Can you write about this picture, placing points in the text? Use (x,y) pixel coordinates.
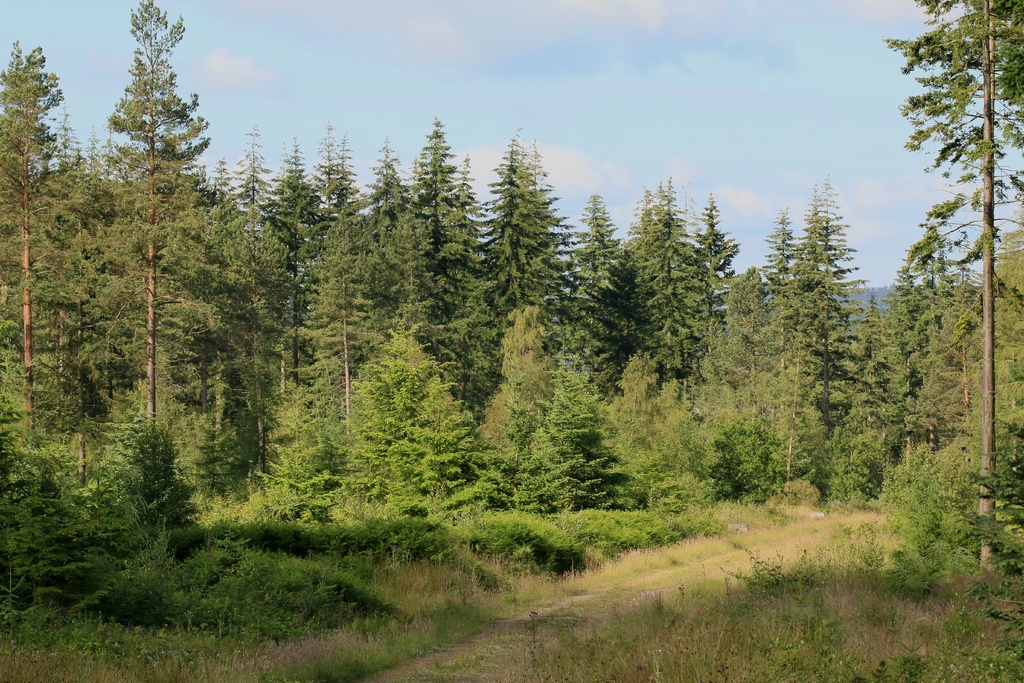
In this image I can see a forest area (141,368) and I can see trees (317,405) and grass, at the top (507,109) I can see the sky (564,106).
